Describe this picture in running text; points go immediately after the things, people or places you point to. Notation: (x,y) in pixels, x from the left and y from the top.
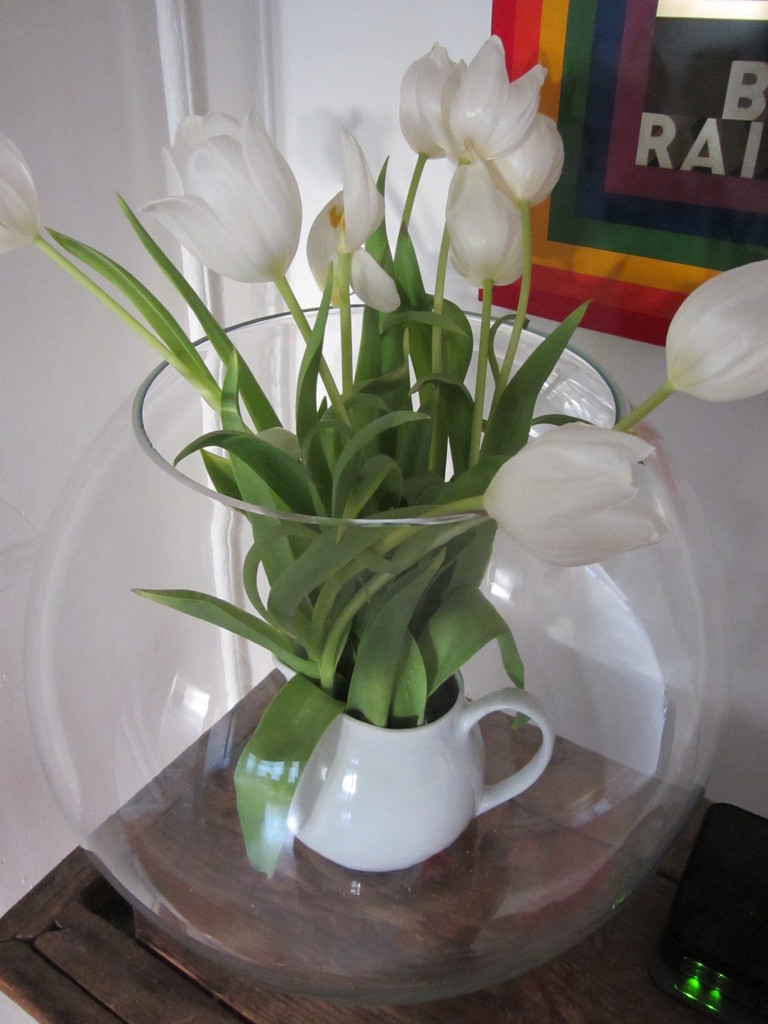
In this image we can see a plant (281,587) with flowers (374,308) in a jar (391,781) inside a pot (194,728) which is placed on the table (423,940). On the backside (392,209) we can see a wall (0,452).
